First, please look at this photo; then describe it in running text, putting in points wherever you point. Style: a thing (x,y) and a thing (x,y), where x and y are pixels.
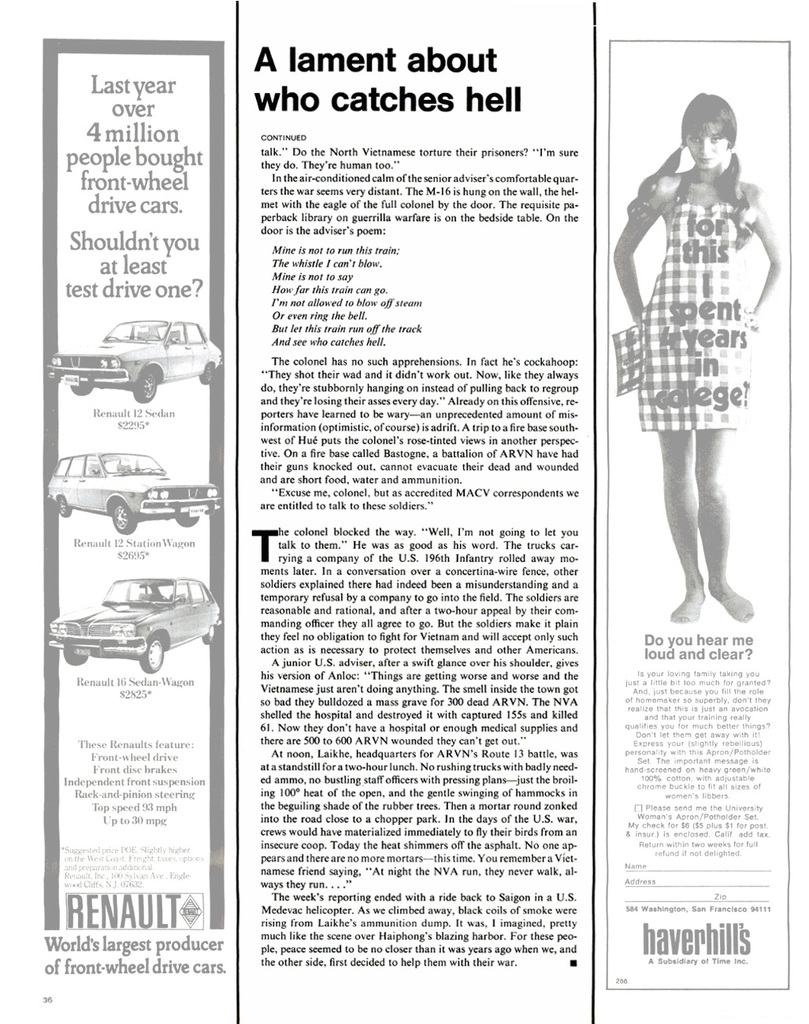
In this image we can see the picture of a woman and some cars (150,640). We can also see some text (487,821) on this image.
